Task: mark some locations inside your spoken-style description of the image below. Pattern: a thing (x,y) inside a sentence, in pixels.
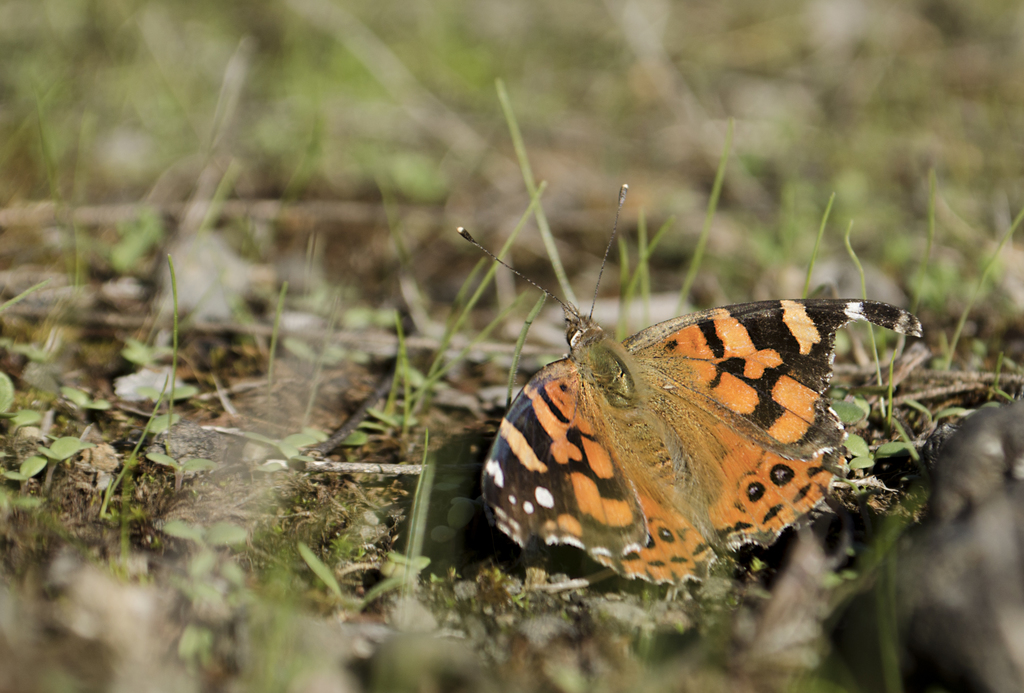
In this picture we can see a black and orange color butterfly (643,529) sitting on the ground (407,501). Behind there is a blur background (506,165) with some grass (442,368) on the ground (339,308).
